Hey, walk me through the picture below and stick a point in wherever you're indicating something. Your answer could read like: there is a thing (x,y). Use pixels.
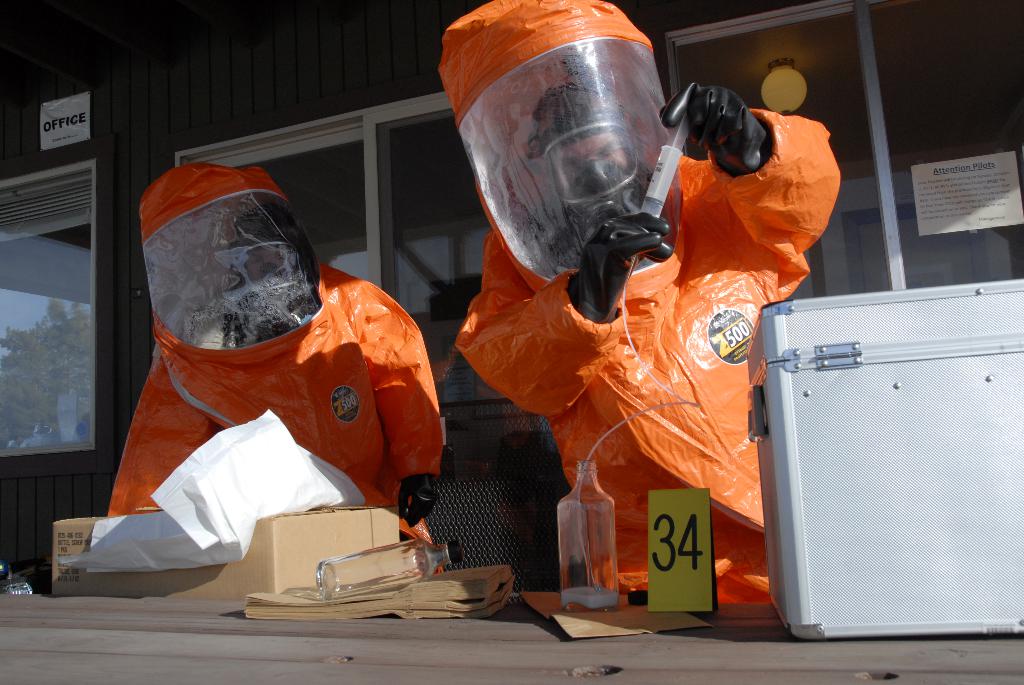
In this picture I can see a table (235,622) in front (247,667), on which there are brown color papers (569,618) and I see 2 bottles (435,552). I can also see a yellow color board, on which there are numbers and on the right side of this picture (803,437) I can see a white color container (957,314) and behind the table (107,603) I can see 2 persons (381,325) wearing orange color dress (733,200) and in the background (234,57) I can see the wall (8,89) on which there are windows (11,333) and I see papers (85,100) on which there is something written.
